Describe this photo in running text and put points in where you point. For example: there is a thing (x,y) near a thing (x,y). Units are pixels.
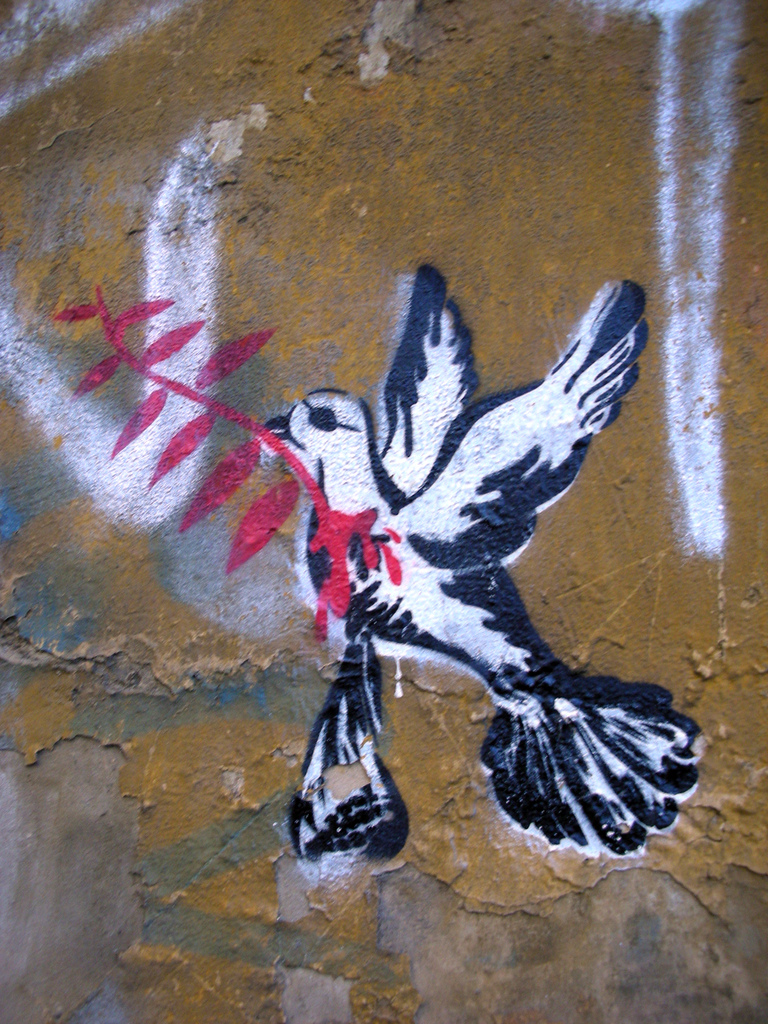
In this image we can see an art (435,375) of a bird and some other things (201,471) on the surface (628,103) which looks like a wall (628,103).
